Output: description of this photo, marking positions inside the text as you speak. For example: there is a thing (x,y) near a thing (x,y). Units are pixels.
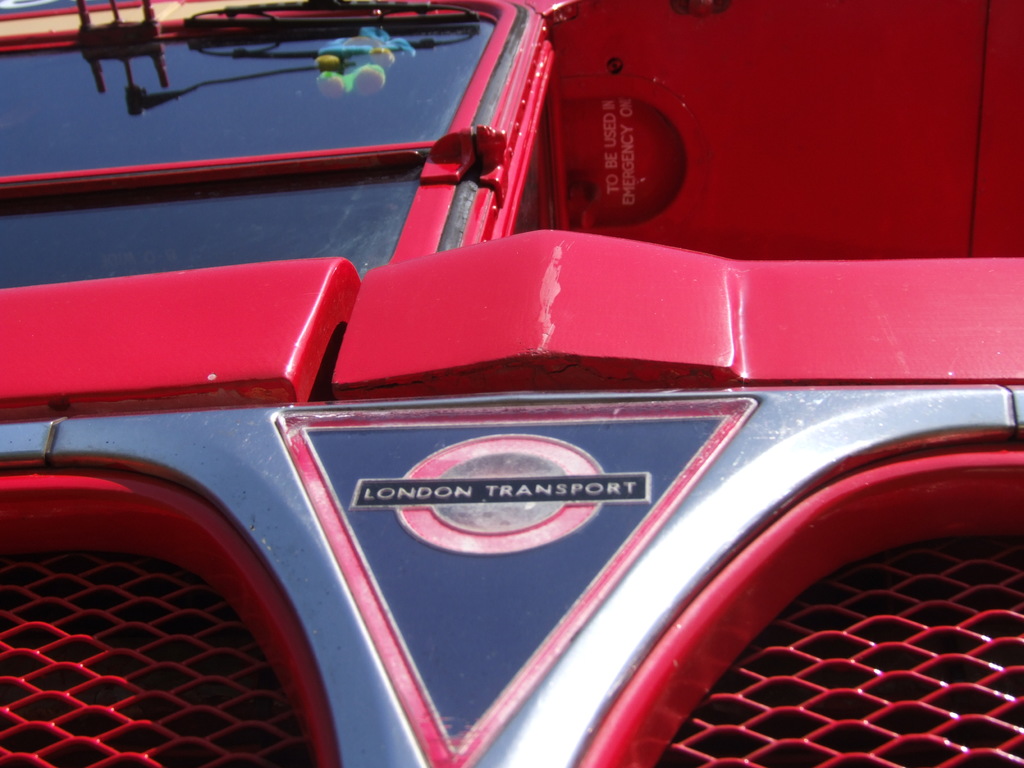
In this image there is a vehicle (321,423) and a logo (497,473) with a text (416,499) on it.
